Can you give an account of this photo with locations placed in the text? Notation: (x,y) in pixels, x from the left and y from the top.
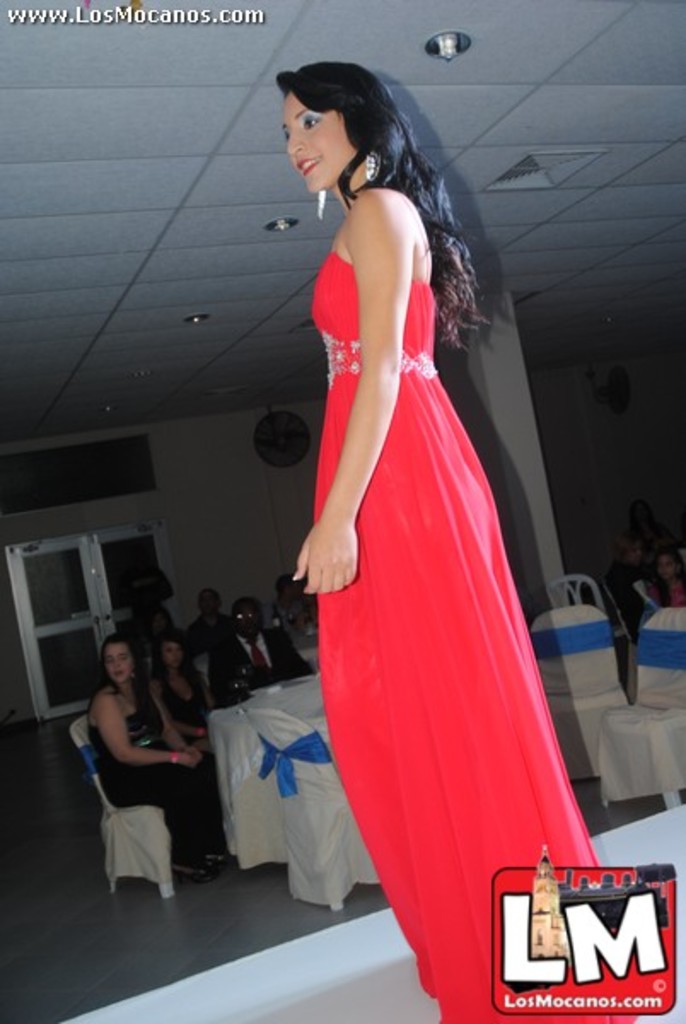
This image consists of a woman (308,114). She is wearing a red dress (455,497). She is standing. There are chairs (343,896) in the middle (292,655) and some persons (124,683) are sitting on chairs (208,660). There are lights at the top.
